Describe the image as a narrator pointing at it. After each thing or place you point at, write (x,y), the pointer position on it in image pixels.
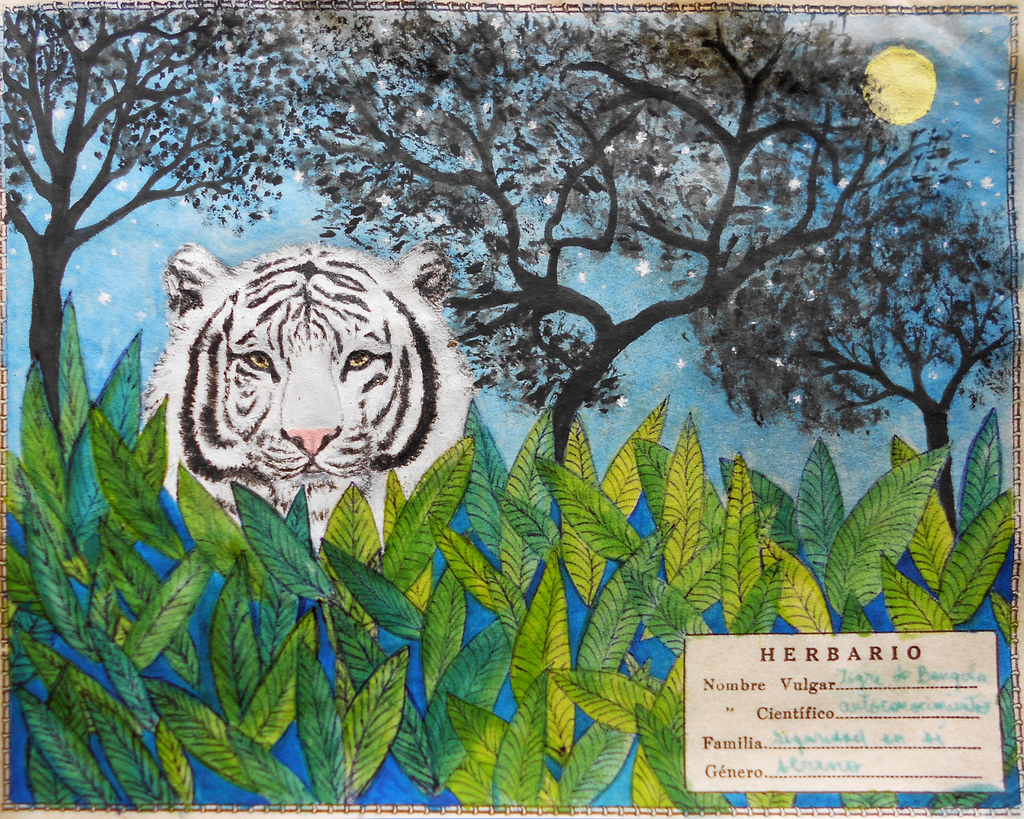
In this image we can see there is a poster (336,429) with a painting (324,354). And there is an animal (345,320), plants (604,544), trees (531,180), sky (968,211), moon (879,108) and the stars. And there is a text (771,714) written on the poster (793,702).
